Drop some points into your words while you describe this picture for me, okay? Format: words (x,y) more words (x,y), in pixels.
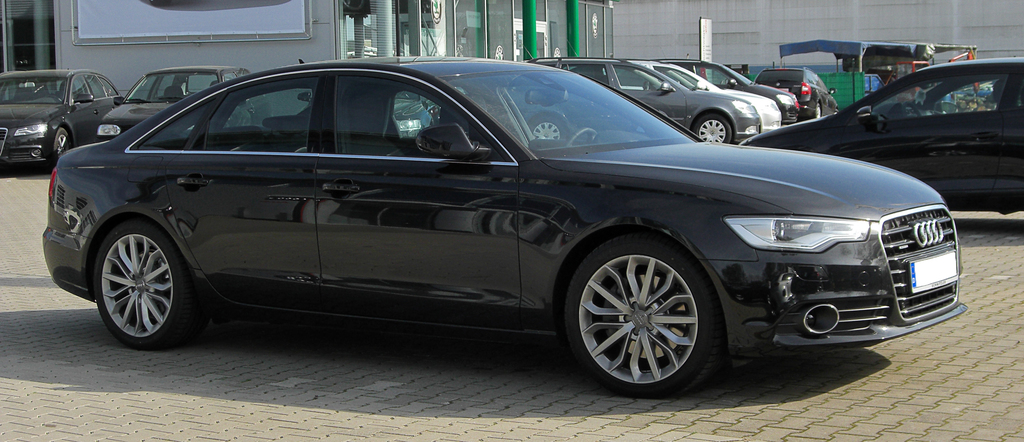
On the left side of the image (99,100) we can see cars (146,78) and a board (158,41). In the middle of the image (653,205) we can see a black color car (237,165). On the right side of the image (960,154) we can see cars (949,142), green color boxes (855,83) and a tent (840,51).
